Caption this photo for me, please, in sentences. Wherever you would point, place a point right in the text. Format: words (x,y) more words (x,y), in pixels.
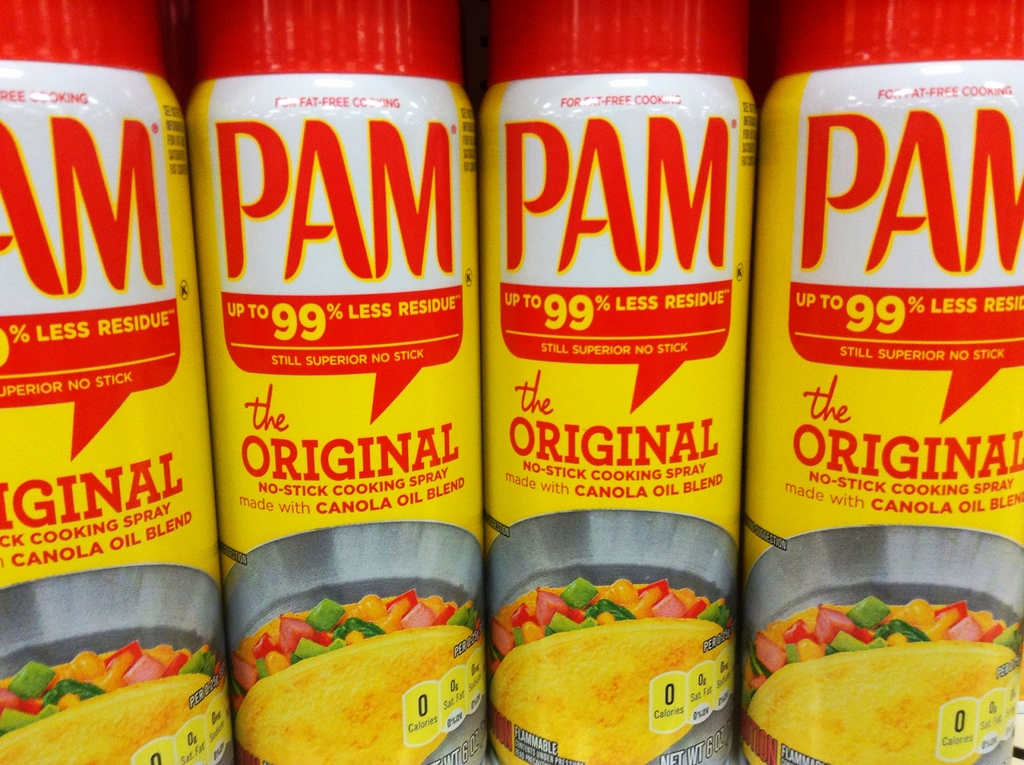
In this image there are some objects (453,365) placed in the shelf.
